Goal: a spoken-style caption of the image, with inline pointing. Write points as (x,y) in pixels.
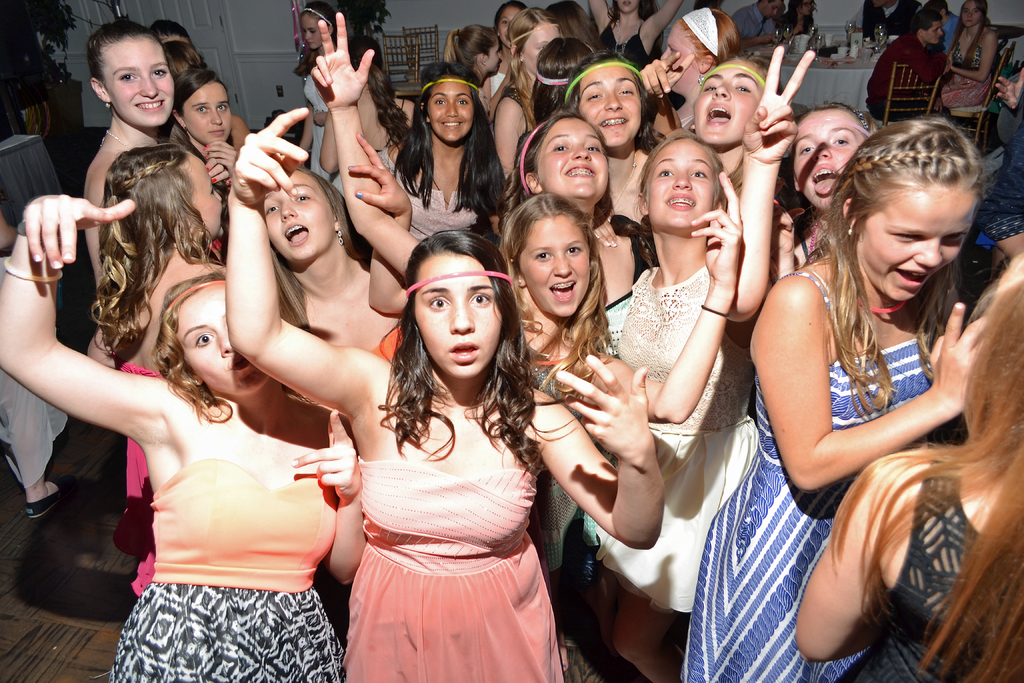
Here we can see people (402,448). These people (729,437) are smiling. Far few people (931,26) are sitting on chairs (909,63). In-front of them there is a table (850,87), on that table (849,74) there are glasses (883,29) and things (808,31). Here we can see a door (215,42), plants (346,19), chairs (423,49) and table (2,148). Background (268,44) there is a wall (280,36).
